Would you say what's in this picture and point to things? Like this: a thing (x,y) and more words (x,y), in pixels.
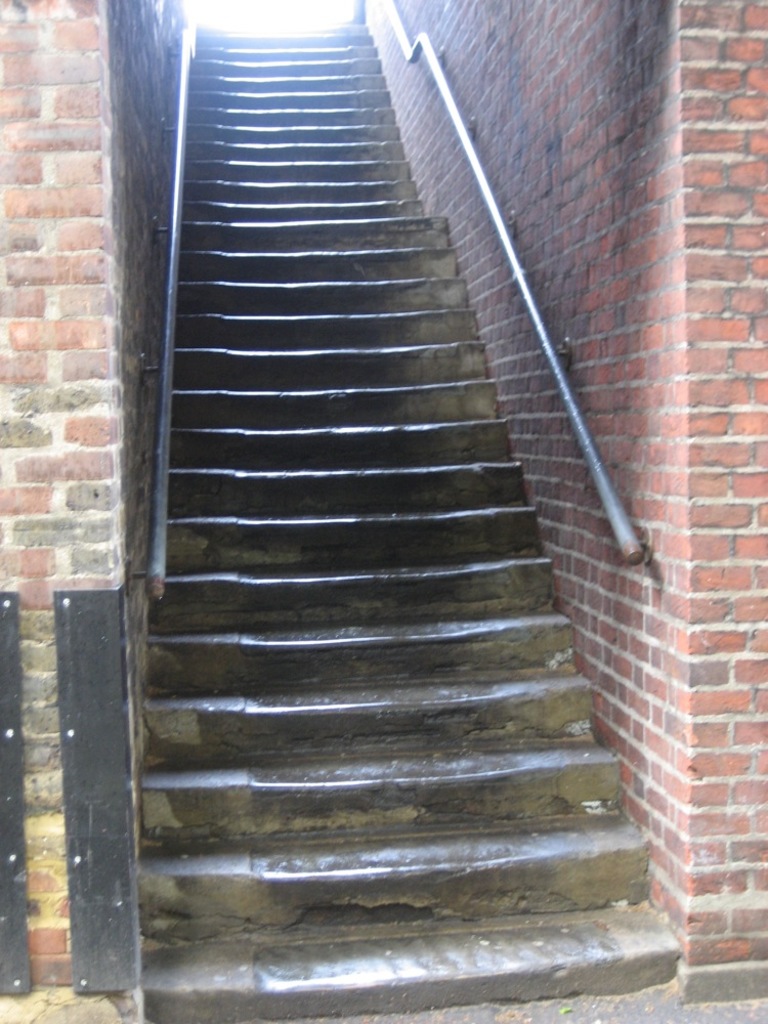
In this picture we can see stairs (366,336). There are railing rods (395,13). On the right (697,237) and left side of the picture (79,170) we can see the walls (710,237) with bricks (85,235). In the bottom (95,761) the left corner (76,598) we can see metal stands (99,752) in black color.
